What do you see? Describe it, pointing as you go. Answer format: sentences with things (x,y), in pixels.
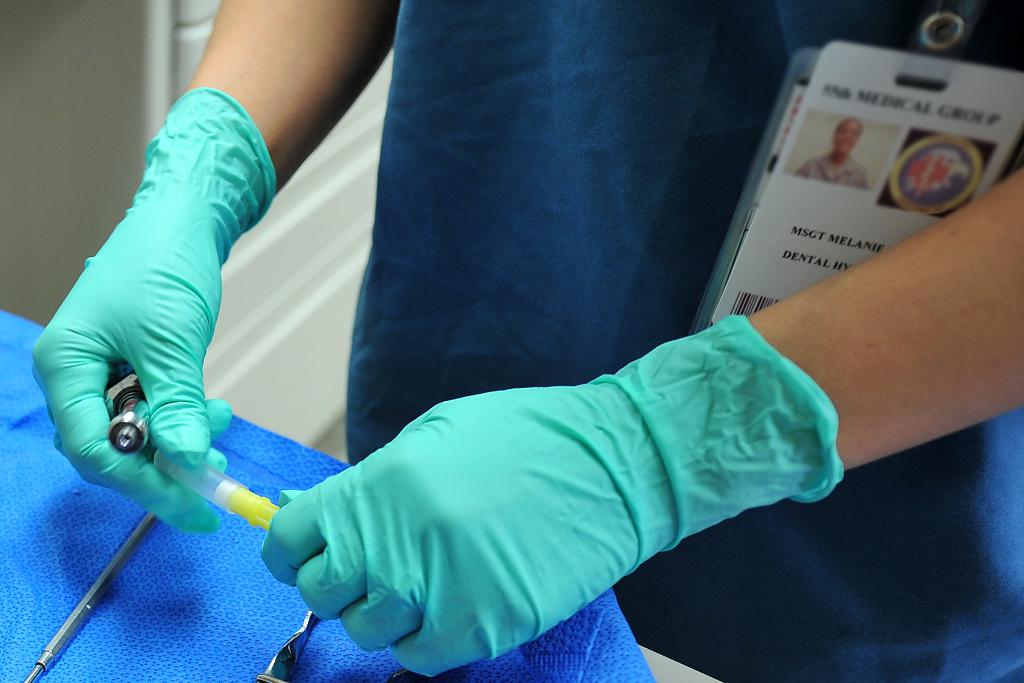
In the picture we can see a person's hand (212,431) with green color gloves (176,436) and the person (544,496) is with the blue dress (932,534) and ID card (859,233) and person (383,471) is holding something in the hand (611,436) kind of a pen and on the table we can see a blue colored cloth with some instruments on it.
